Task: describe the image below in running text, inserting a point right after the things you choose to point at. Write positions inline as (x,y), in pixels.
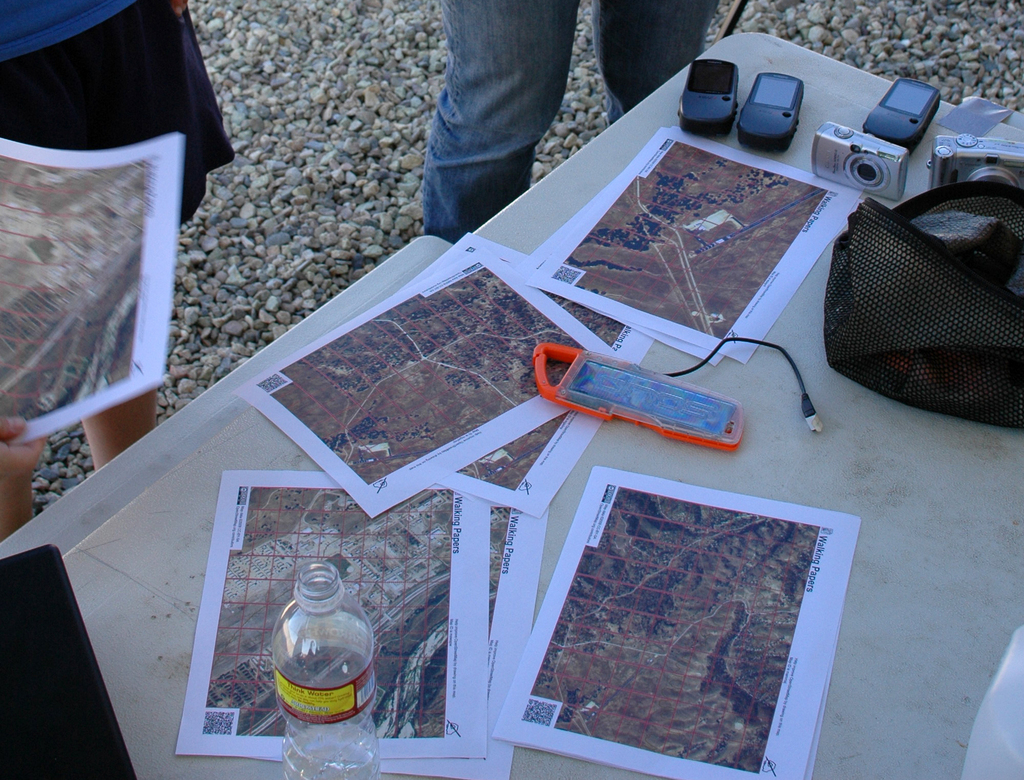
This is the picture of a table (60,536) on which we have some papers (423,607), a bottle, GPS devices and some cameras (852,170).
